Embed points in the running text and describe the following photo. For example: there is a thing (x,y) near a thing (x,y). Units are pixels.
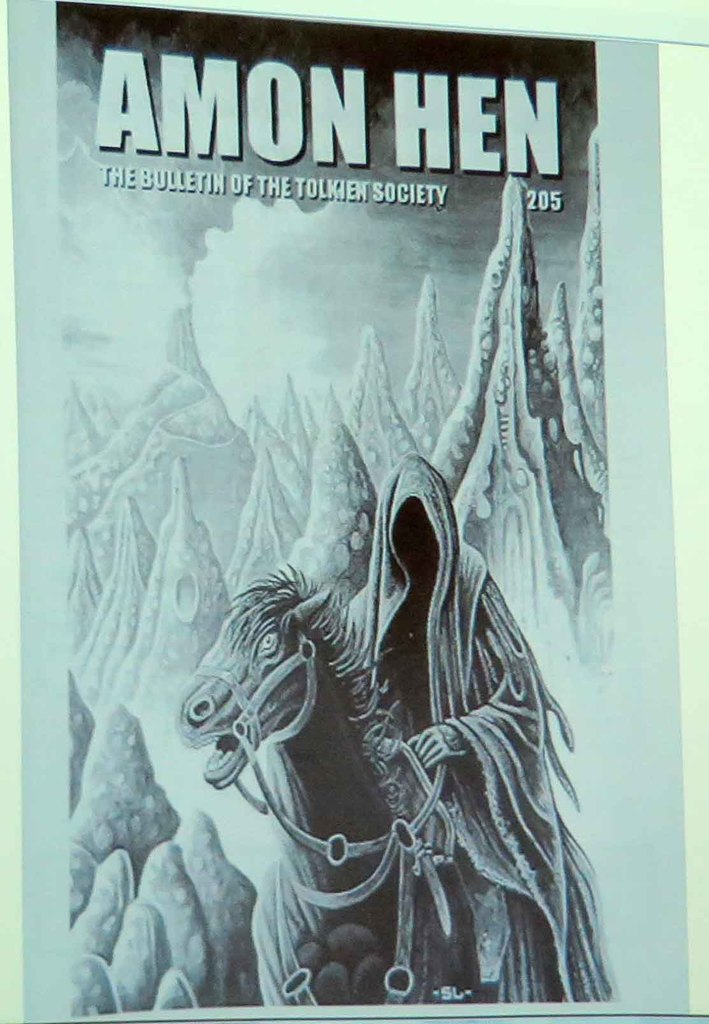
This image consists of a poster (422,232). In which there is a horse (427,898) and a man (528,910). In the background (137,611), it looks like mountains (290,416). At the top (499,126), there is a text (359,176).
